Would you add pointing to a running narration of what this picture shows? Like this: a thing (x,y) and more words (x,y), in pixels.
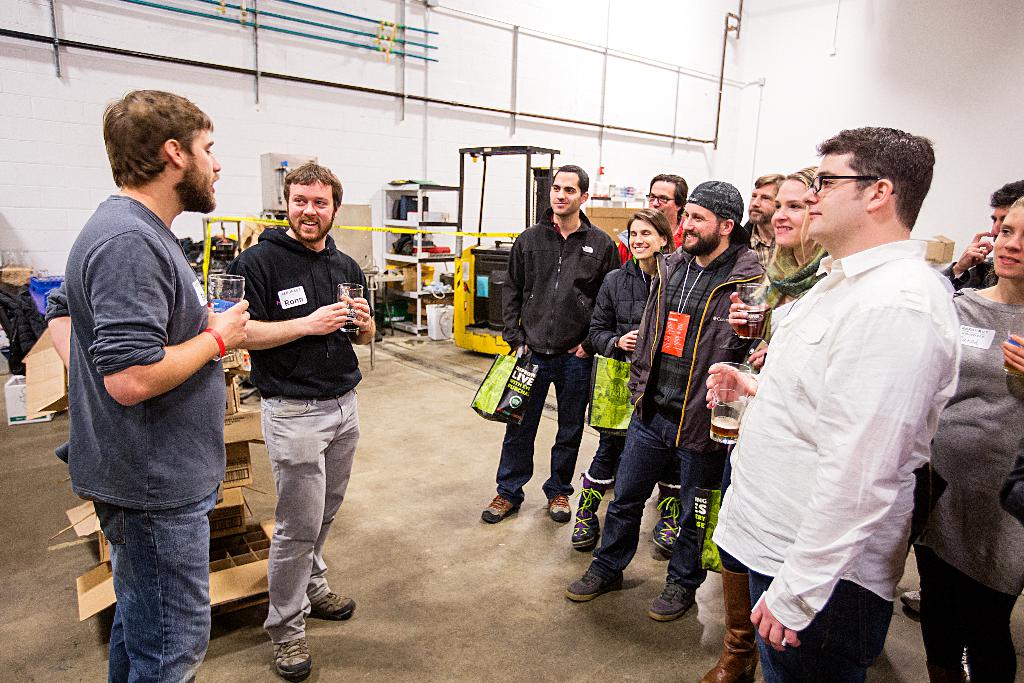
In the foreground of the picture (555,226) we can see people (222,408) and boxes (235,489). In the picture we can see people (203,324) are holding glasses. In the middle of the picture (362,252) there are shelves (422,202), boxes (29,276), machines (464,273), ribbon (419,232), dustbin (431,317) and wall (420,104). At the top (416,59) there are pipes (690,73) and wall (587,101).
